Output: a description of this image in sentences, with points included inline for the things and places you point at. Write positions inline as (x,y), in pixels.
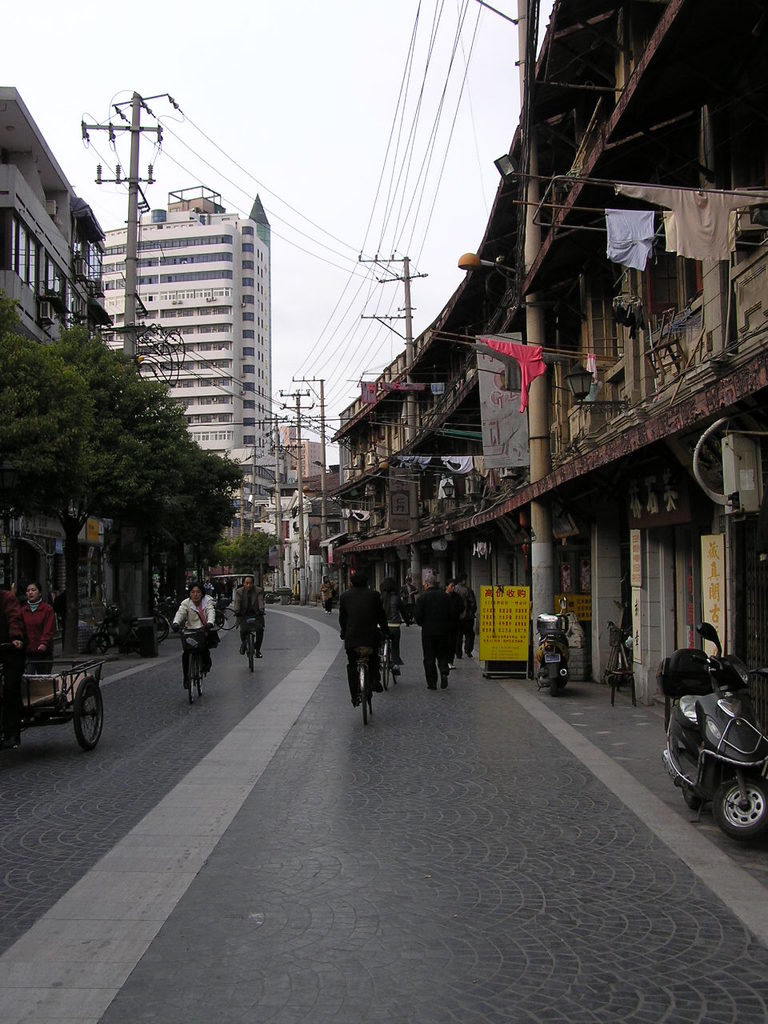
In the middle (328,626) it is road (550,793) few people (474,639) are moving with their vehicles (362,675) on this road (378,741). In the right side (610,184) it is a building (600,409), at the top (375,338) these are the cables (433,155) on the poles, In the left side (149,412) there are trees (183,446).
